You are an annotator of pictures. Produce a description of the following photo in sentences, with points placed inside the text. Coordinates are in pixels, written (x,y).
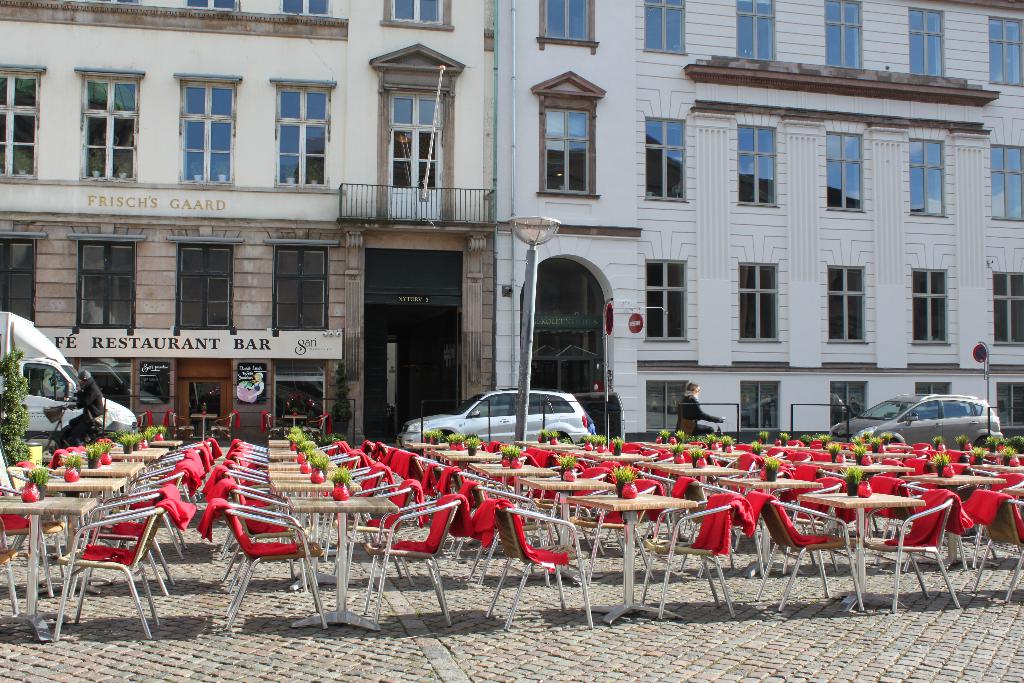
There are chairs (294,517) and tables (324,511). On the tables (320,498) there are plant pots (316,457) and at the back (240,410) there are vehicles (965,412), pole (526,279) and buildings (167,193).
